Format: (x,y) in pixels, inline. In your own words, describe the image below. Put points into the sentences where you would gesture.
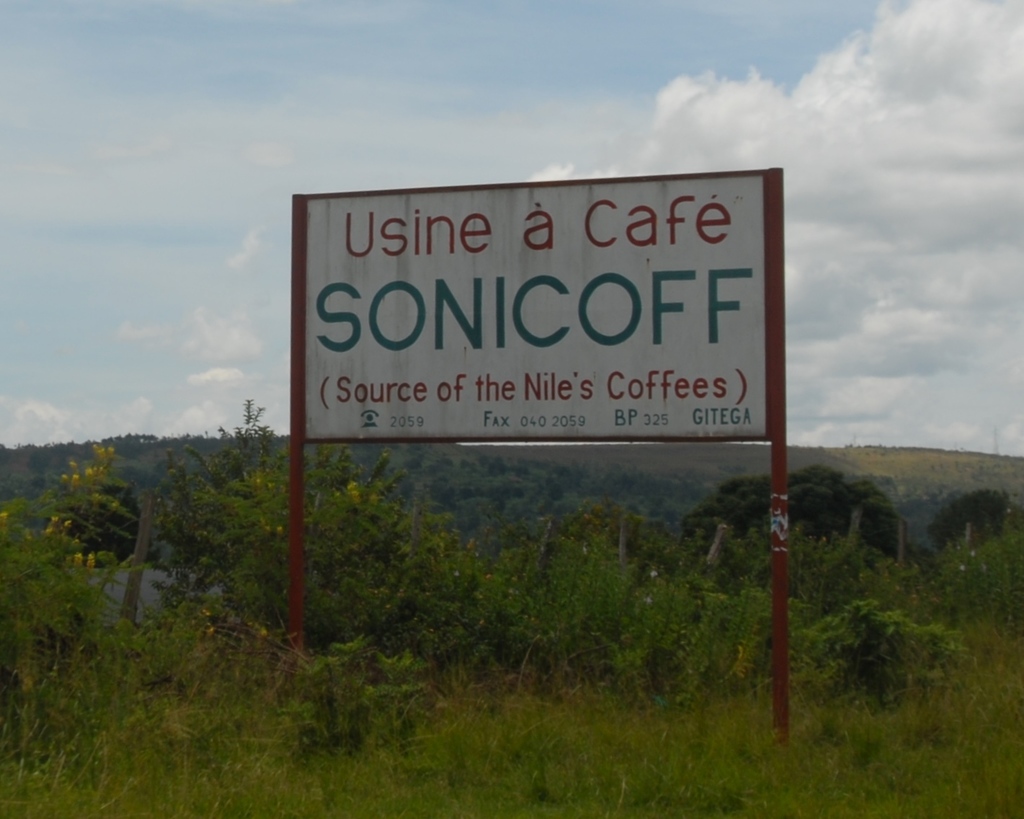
In this image, we can see name board (524,363) with poles (785,530). At the bottom (873,791), we can see grass (891,810). Background (114,651) there are few plants (617,607), trees (966,503), poles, hill (883,464) and cloudy sky (157,22). On the board (482,384), we can see some text (546,384).
